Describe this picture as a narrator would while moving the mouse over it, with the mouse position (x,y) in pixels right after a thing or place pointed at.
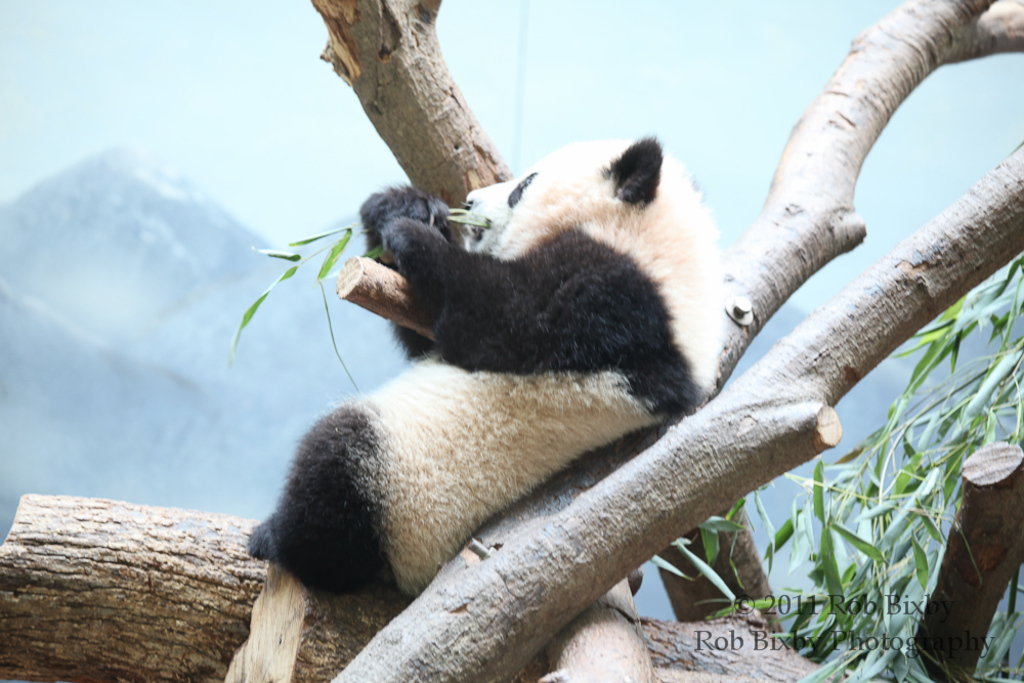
In this image in the center (477,377) there is one panda (528,392), and at the bottom (167,591) there is a tree (695,483). In the background (372,340) there are some mountains (126,441).
